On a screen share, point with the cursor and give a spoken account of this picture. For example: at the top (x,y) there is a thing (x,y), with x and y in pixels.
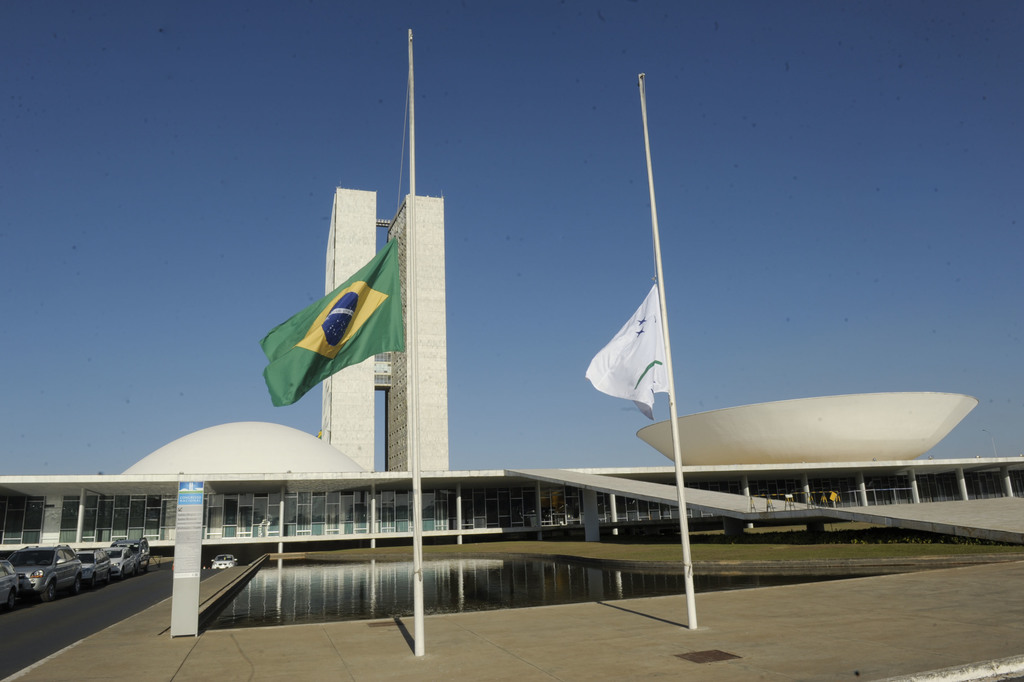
In this image we can see the flags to the poles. We can also see the water (651,583), grass (830,552), some people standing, a building (171,537) with pillars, a board (183,515), a tower (429,397) and the sky (643,239) which looks clear. On the left side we can see a group of cars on the ground (28,648).
